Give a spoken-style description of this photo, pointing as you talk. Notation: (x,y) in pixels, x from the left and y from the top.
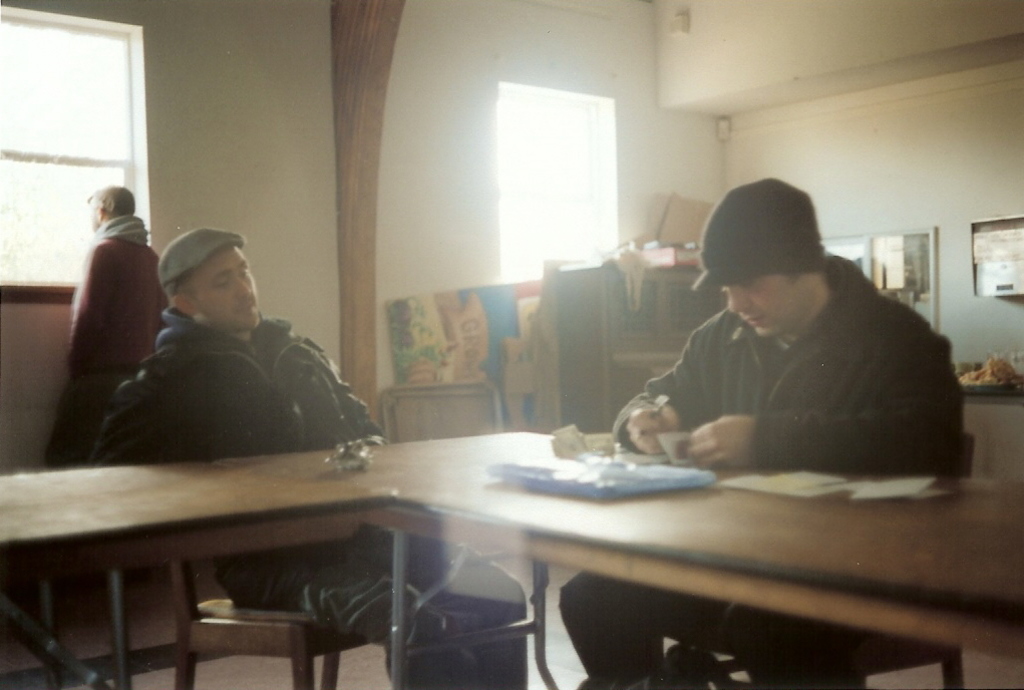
In this image there are three persons (339,397) two of them are sitting on the chairs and at the left side of the image (126,248) there is a person (97,215) looking outside through window (29,162).
